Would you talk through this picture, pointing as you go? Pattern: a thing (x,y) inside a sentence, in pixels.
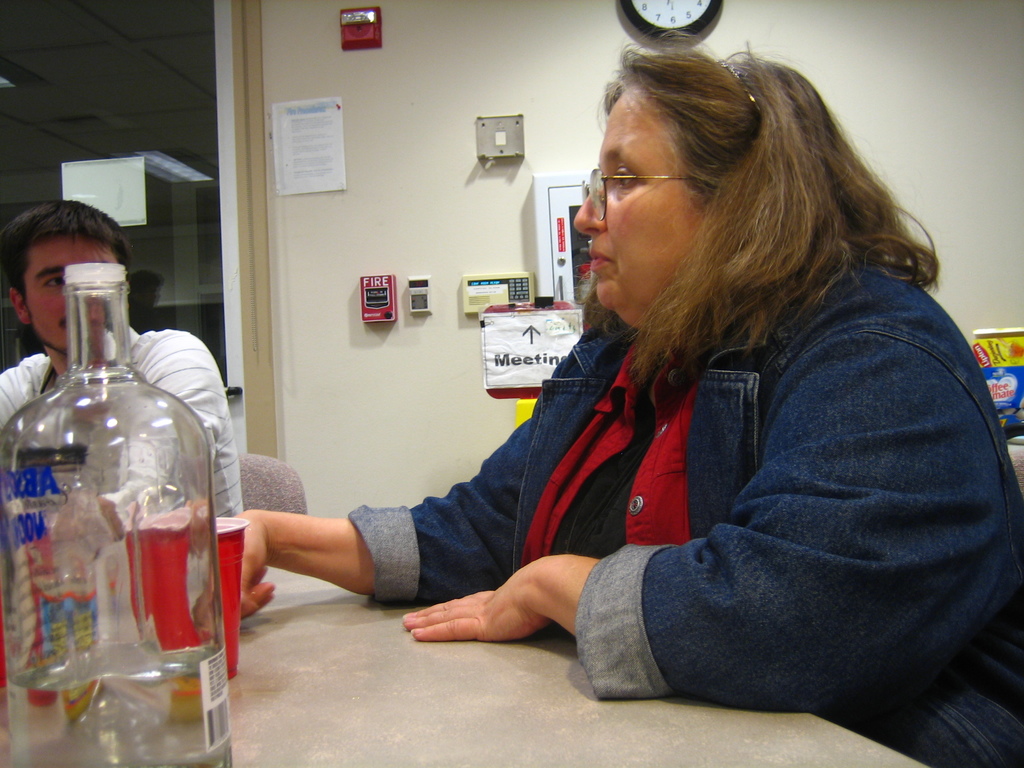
This woman (796,389) wore jacket (797,449) and sitting on a chair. In-front of this woman (748,576) there is a table (473,666), on this table (234,715) there is a bottle (182,591) and cup (225,546). This man (158,383) is also sitting on a chair (241,472). On wall (430,133) there is a clock (625,12), paper (329,167) and box (554,237). On top (159,161) there is a light (178,165).
